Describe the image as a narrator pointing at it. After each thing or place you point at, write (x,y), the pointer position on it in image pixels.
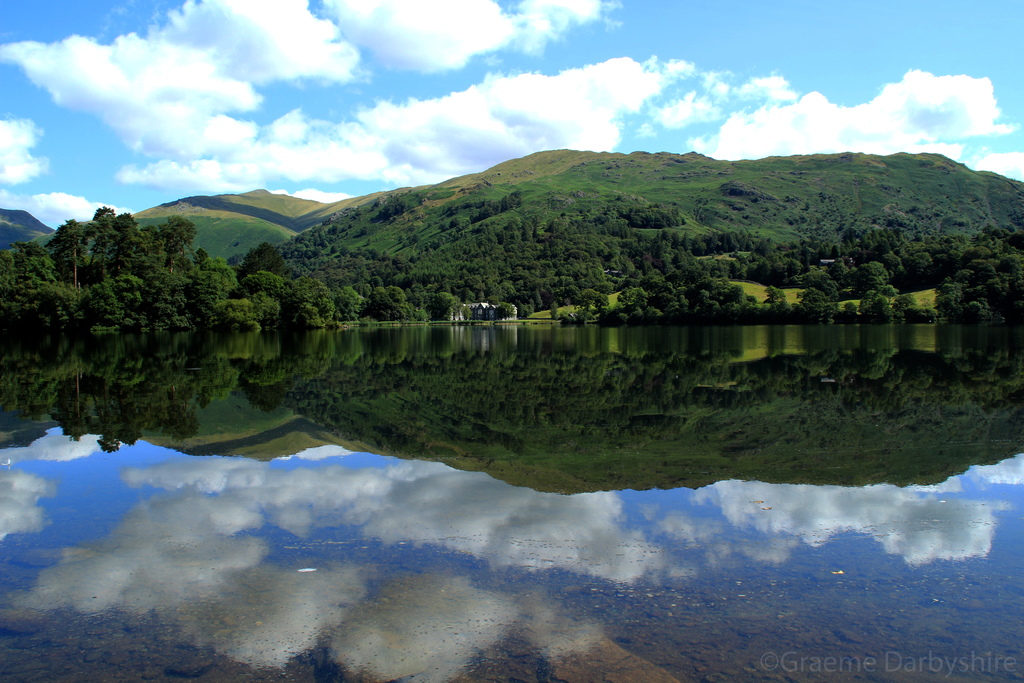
In this picture we can see water (562,461), trees (661,273), hills (544,200) and clouds (205,80).
